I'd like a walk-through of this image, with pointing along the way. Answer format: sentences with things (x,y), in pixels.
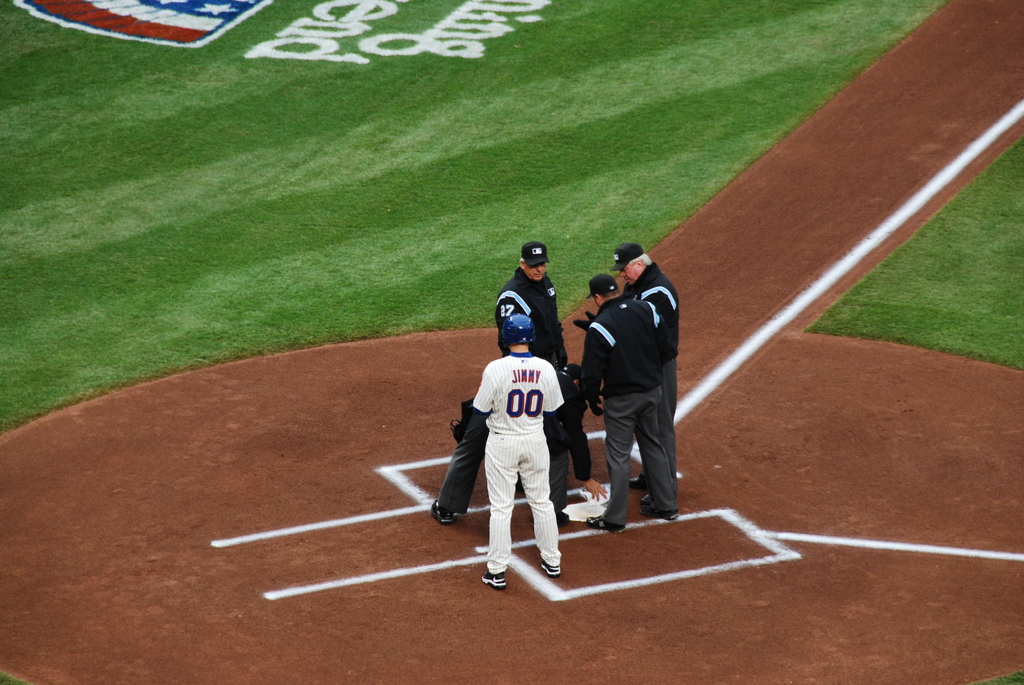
In this picture we can see a group of people (504,424) standing on the ground (462,357) and in front of the people (470,475) there is grass (281,86).
